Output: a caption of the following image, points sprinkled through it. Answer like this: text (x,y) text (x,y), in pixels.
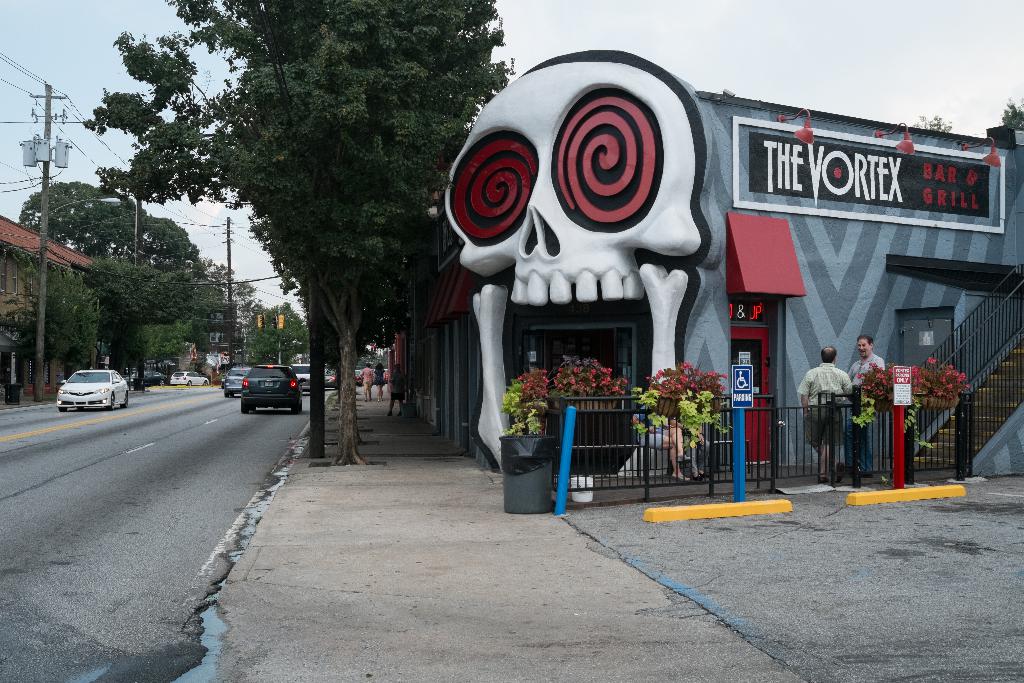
In this picture, we can see a designed house (837,148) with some posters (855,191), doors (761,420), fencing (750,407), plants (867,420), stairs (991,384), fencing (959,453), railing (996,340), and we can see the ground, road (253,464), vehicles (268,404), and we can see poles (735,418), wires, and we can see trees (273,347), and the sky (1011,65).
